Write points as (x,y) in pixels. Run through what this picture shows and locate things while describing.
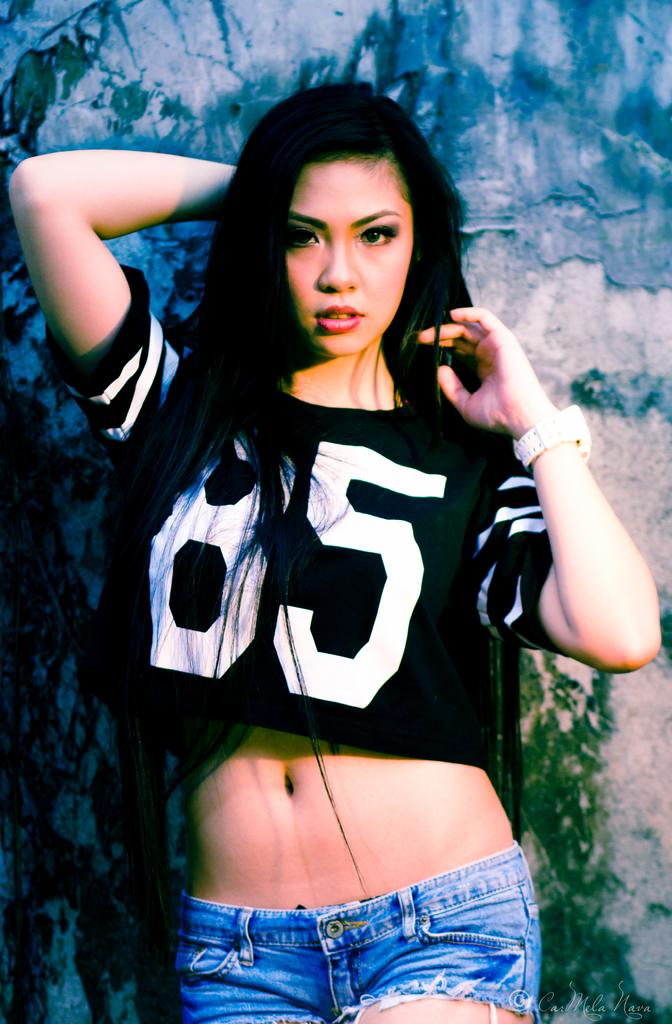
In this image we can see a lady (319,507) standing. In the background (475,46) there is a wall (187,13).
